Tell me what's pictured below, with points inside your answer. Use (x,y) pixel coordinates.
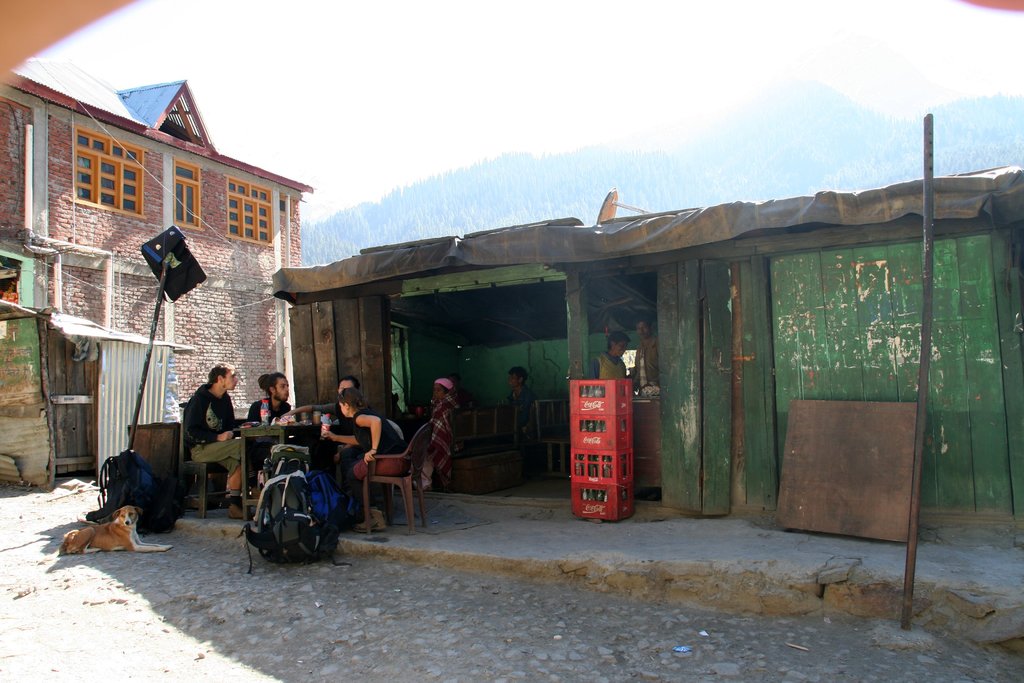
In this image we can see there is a building (22,178) and a shop (461,316). There are bottles (596,466) in the crates (594,451). There are people (360,475) sitting on the chairs (374,477). There is a bottle (266,421) and objects (294,421) on the table (261,436). There are bags (165,528). There is a dog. There are people (349,436) and windows (96,204). In the background (495,216) we can see trees (744,156) and sky (651,124).
